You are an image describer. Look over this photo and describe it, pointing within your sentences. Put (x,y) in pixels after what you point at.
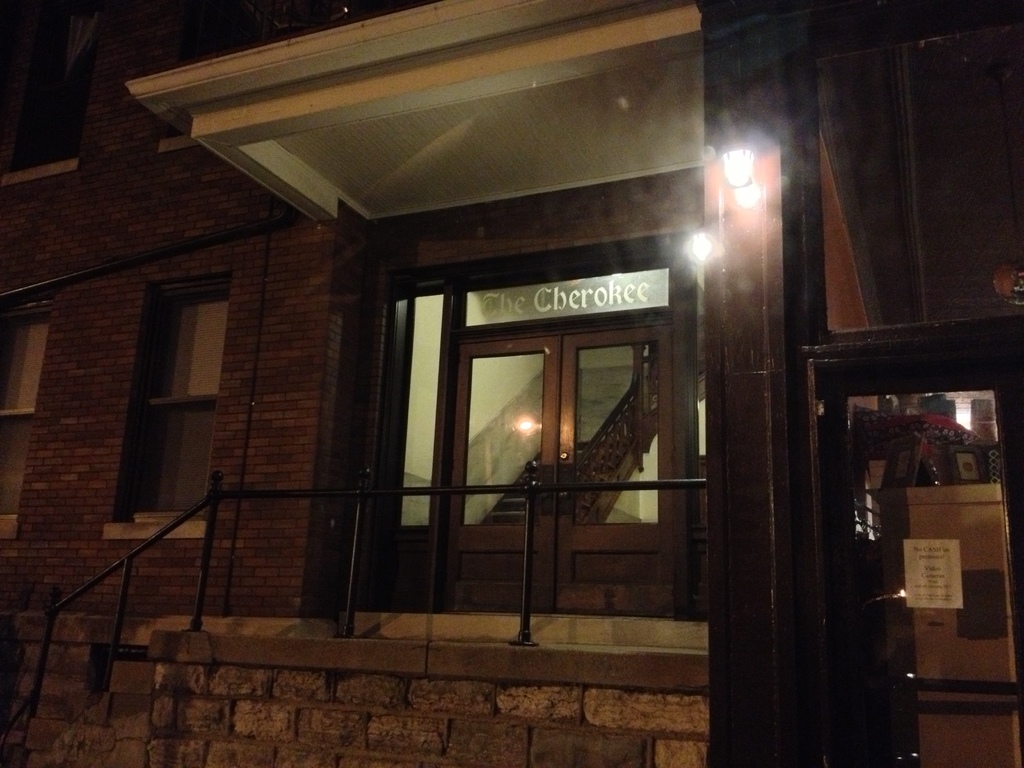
In this image I see a building (330,281) on which there are windows (60,141), stairs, railing (607,450) and I see the doors (544,408) over here and I see 2 words (555,291) written over here and I see the lights (761,196) and I see another door (910,493) over here on which there is a paper (921,575).
